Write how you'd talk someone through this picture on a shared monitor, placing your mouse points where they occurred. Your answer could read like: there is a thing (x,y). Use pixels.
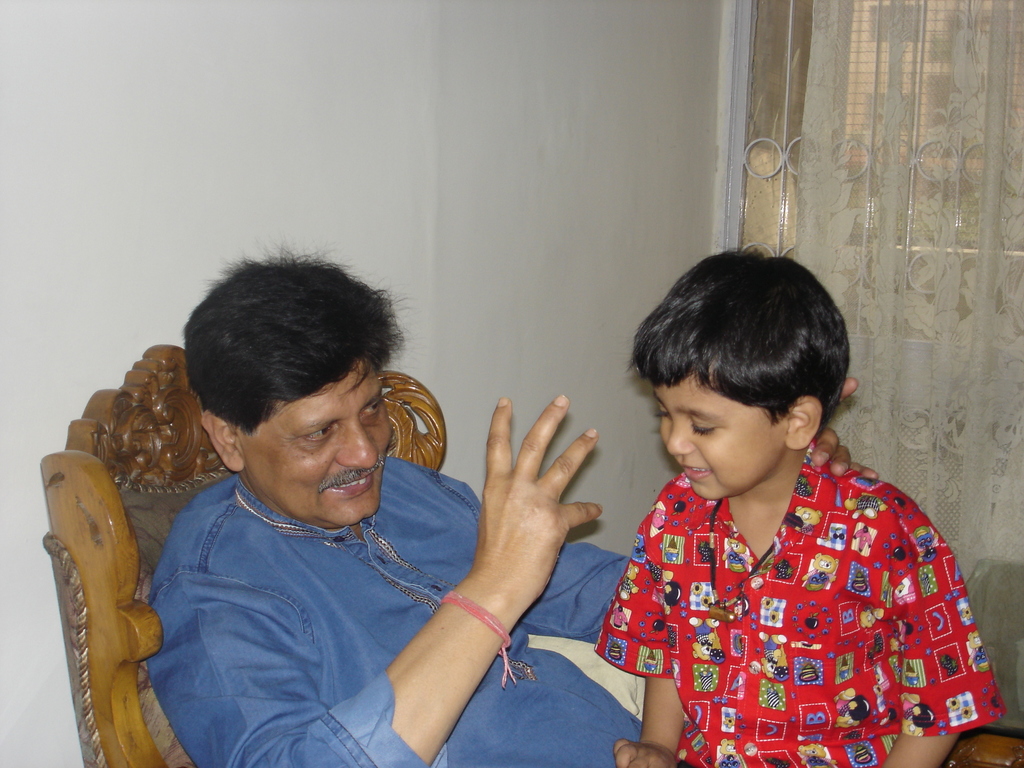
In this image there is a kid (816,493) sitting on a person's lap (613,556). The person (330,572) is sitting on a chair (194,434), behind him there is a wall (312,222), beside him there are curtains (881,192) on the grill window (777,215).
